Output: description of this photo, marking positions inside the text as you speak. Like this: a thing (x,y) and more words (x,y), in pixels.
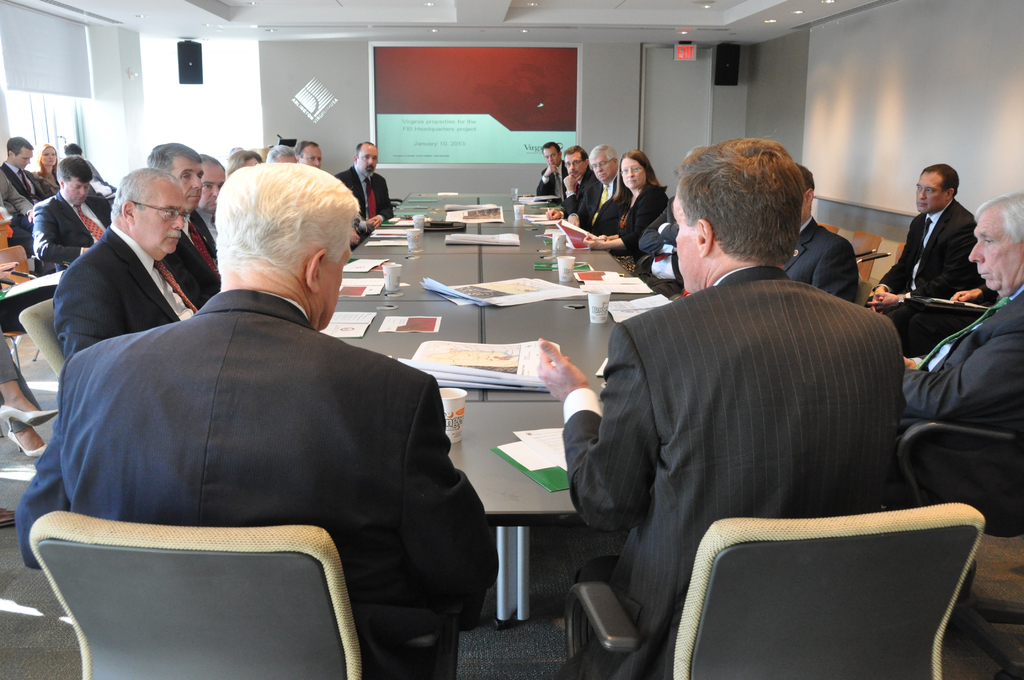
There are group of people (150,313) sitting on the chairs (749,612). This is a table (493,430) with papers (457,346), paper cups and few other things (547,263). This looks like a screen (516,90) attached to the wall (591,94). These are the speakers (727,54) hanging to the rooftop (716,38). These are the ceiling lights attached to the rooftop (753,30). I think this is a door (666,120) with an exit board (685,57).
